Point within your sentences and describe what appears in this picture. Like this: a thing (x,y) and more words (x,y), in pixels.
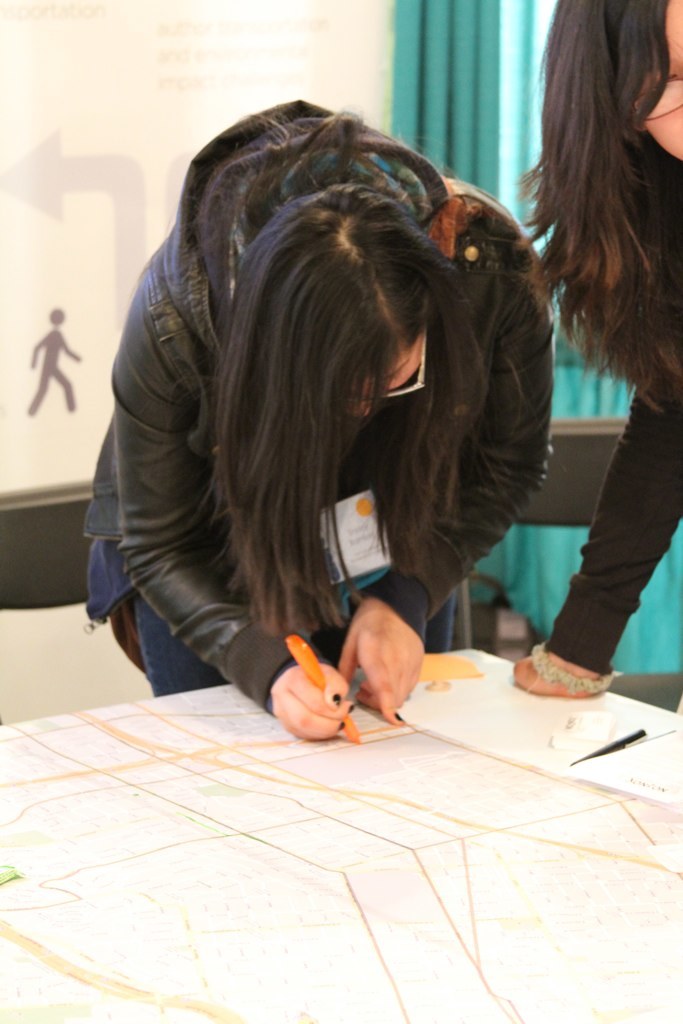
In this picture we can see two women (454,549) wore spectacles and standing and in front of them on the table (675,718) we can see a paper (261,730), pens (346,730) and in the background (30,184) we can see the wall (145,35), curtains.
